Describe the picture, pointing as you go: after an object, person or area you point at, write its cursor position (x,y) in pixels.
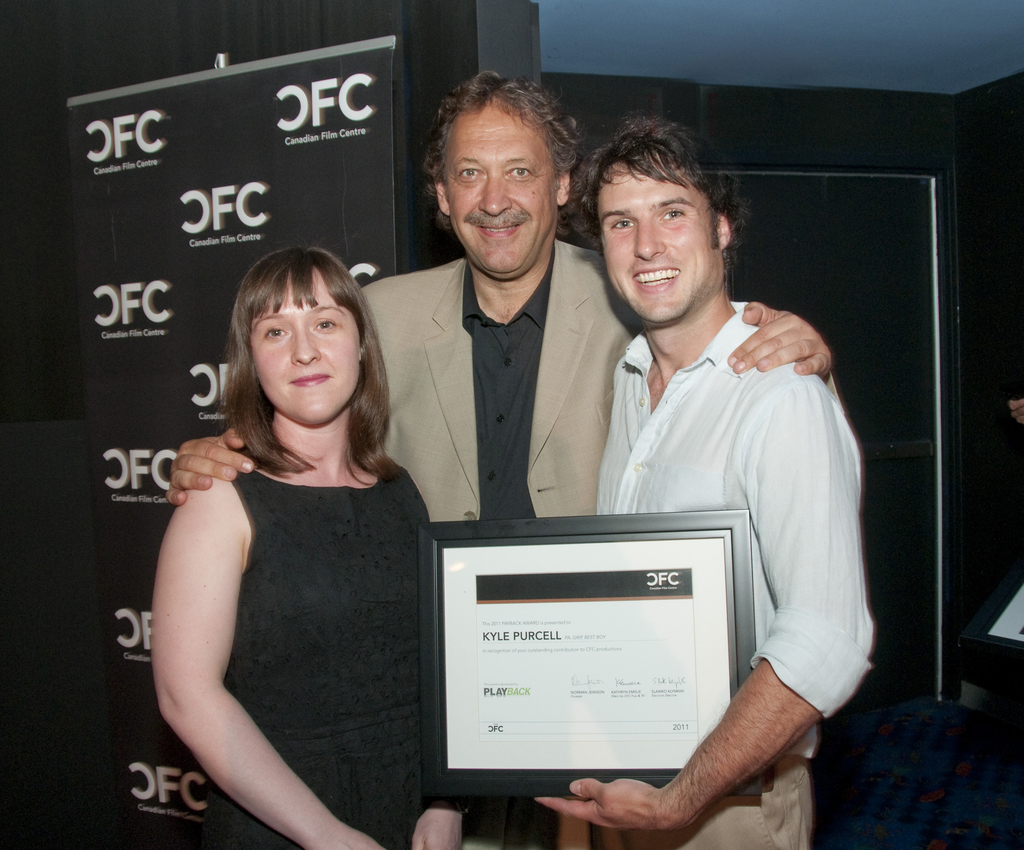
In this picture we can observe three members (357,368). Two of them are men (456,359) and the other is a woman (291,411). All of them are smiling. One of them is holding a frame (569,717) in his hand (639,823). In the background (333,137) we can observe a black color poster (177,197).
